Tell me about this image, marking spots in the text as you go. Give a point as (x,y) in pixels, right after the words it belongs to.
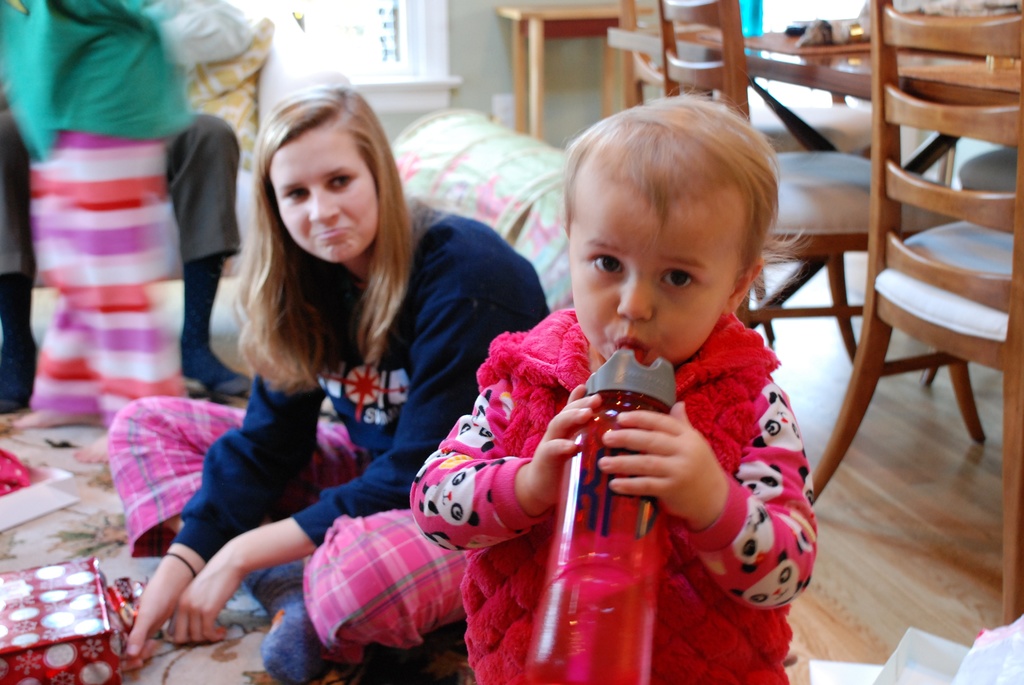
In the picture we can see a woman (255,371) sitting on the floor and near to her we can see a small boy (697,214) standing and holding a water bottle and he is wearing a red color hoodie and woman (352,142) is wearing a blue color hoodie (246,499) and behind her we can see some chairs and table (515,25) and beside her we can see a person (221,133) sitting and one person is standing and in the background (441,14) we can see a wall (454,87) with a window frame (422,90).
